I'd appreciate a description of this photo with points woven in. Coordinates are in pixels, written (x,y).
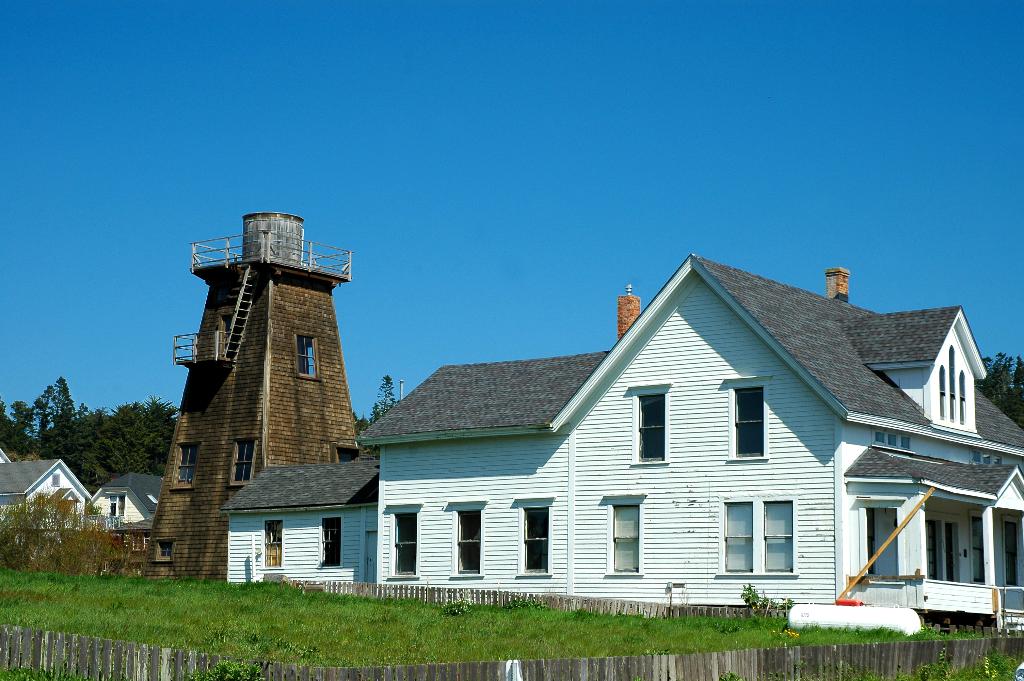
In this image there is a building (553,469) in the middle (646,447). At the top (533,113) there is the sky (528,116). In front of the building (307,483) there is a ground (240,605) on which there is grass (179,598). There is a fence (57,641) around the ground (648,630). On the left side (143,501) there are few other houses (87,497) which are one beside the other. Behind them there are trees (132,441). In the middle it looks like a tank (268,336).
